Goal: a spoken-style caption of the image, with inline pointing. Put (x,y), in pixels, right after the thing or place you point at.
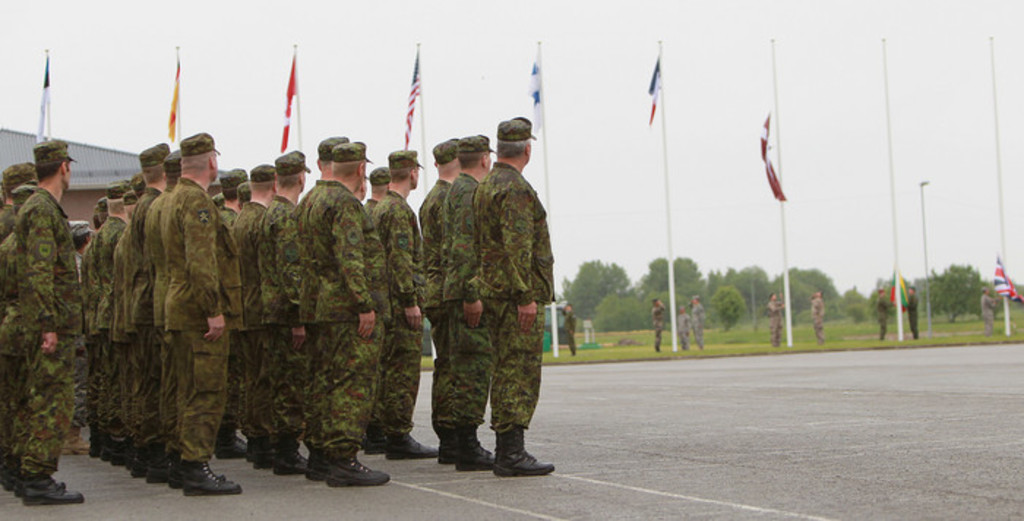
In this image we can see people (662,301) wearing uniforms (356,273). In the background (60,130) there are flags (1012,286), shed (104,184), trees (767,287), poles (922,190) and sky (588,79).
